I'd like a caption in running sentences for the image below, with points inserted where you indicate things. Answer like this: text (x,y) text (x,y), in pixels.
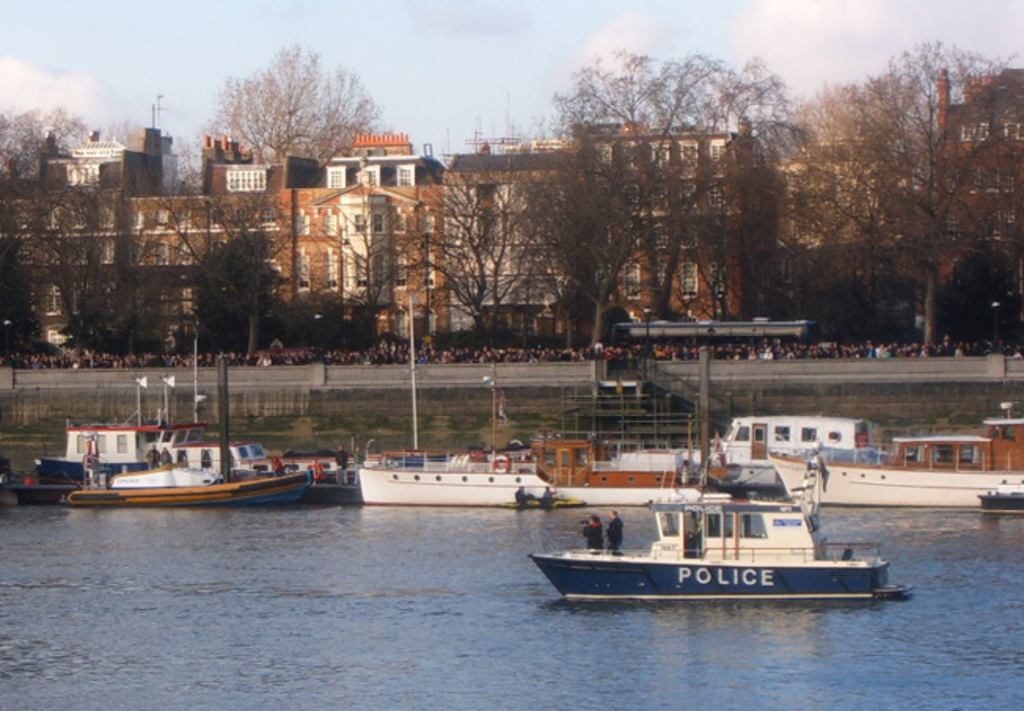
In the center of the image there are boats (865,586). At the bottom of the image (451,600) there is water (539,628). In the background of the image (732,304) there are buildings (36,192). There are trees (926,269).
